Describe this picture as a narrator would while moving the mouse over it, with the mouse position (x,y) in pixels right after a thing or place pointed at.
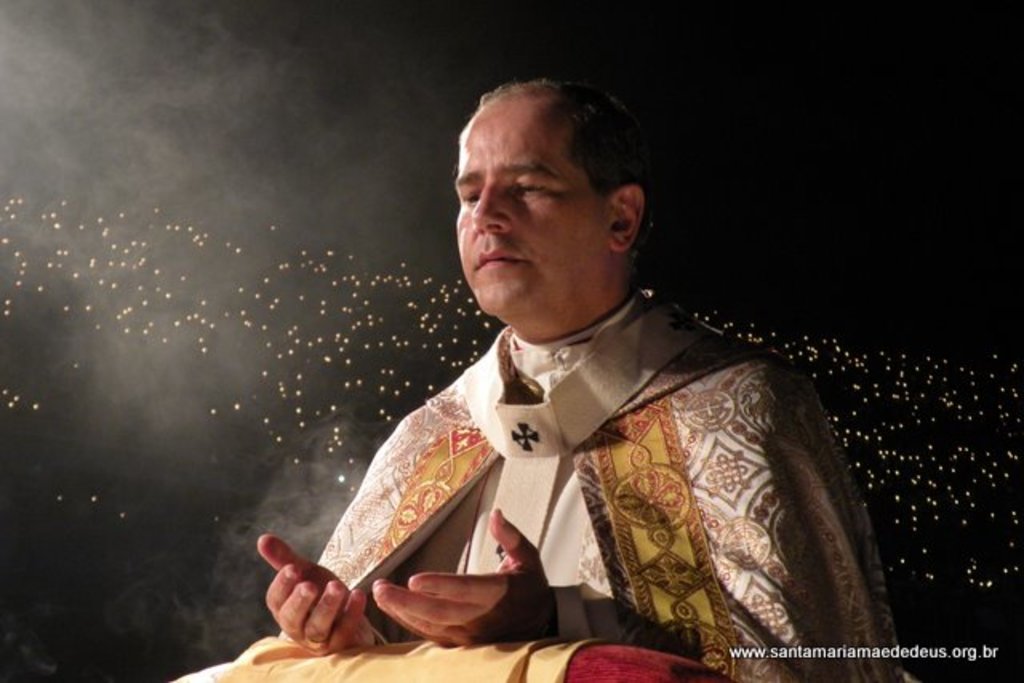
Here I can see a man (477,404) wearing a costume (641,440) and facing towards the left side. In front of him there is a pillow (577,672). In the background (268,369) there are few lights (334,430) in the dark. In the bottom right-hand corner (860,658) there is some text (860,657).
